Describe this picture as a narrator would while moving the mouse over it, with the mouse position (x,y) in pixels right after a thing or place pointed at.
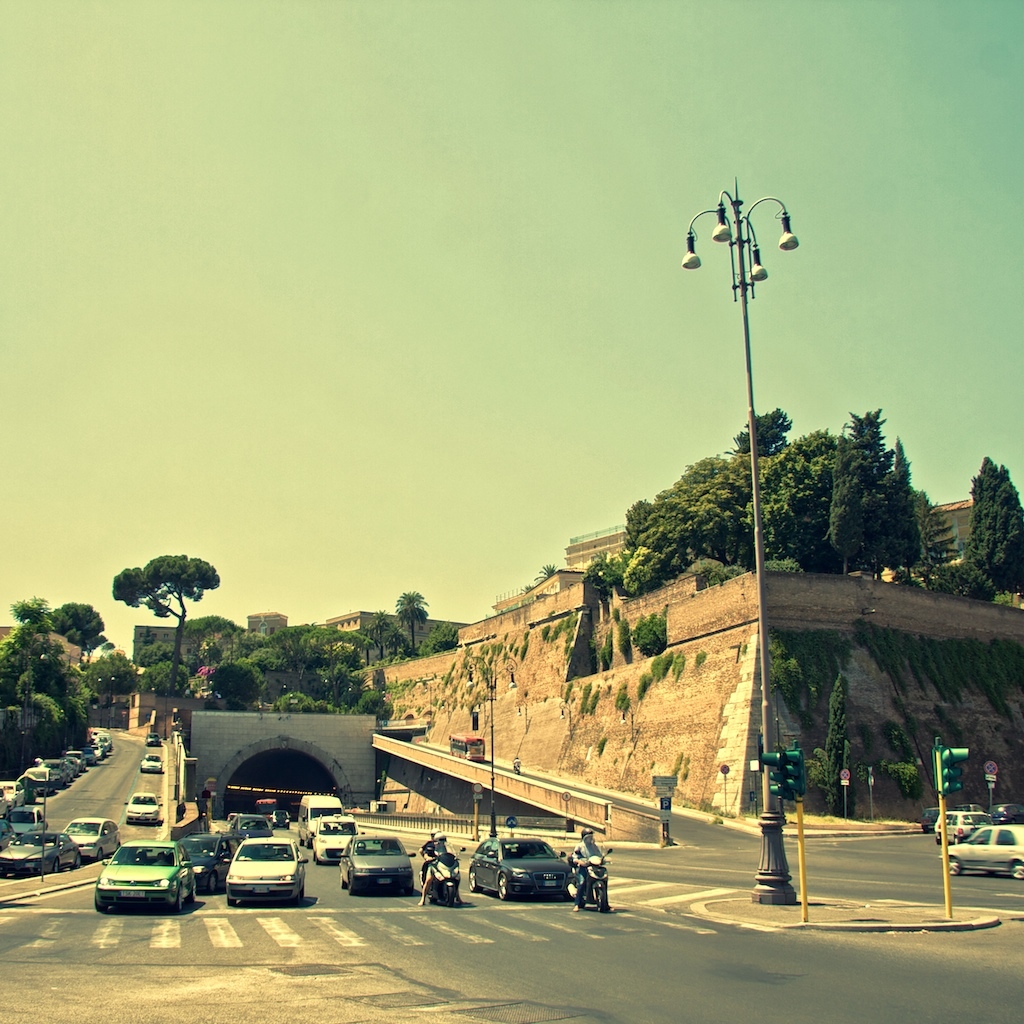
This image consists of cars (192,880) on the road (417,918). At the bottom (366,952), there is a road (387,975). In the background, we can see a bridge (323,743). At the top (636,282), there is sky (234,550). On the right (814,642), it looks like a building (812,624). In the middle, there is a pole (766,837) along with the lamps (687,263).
